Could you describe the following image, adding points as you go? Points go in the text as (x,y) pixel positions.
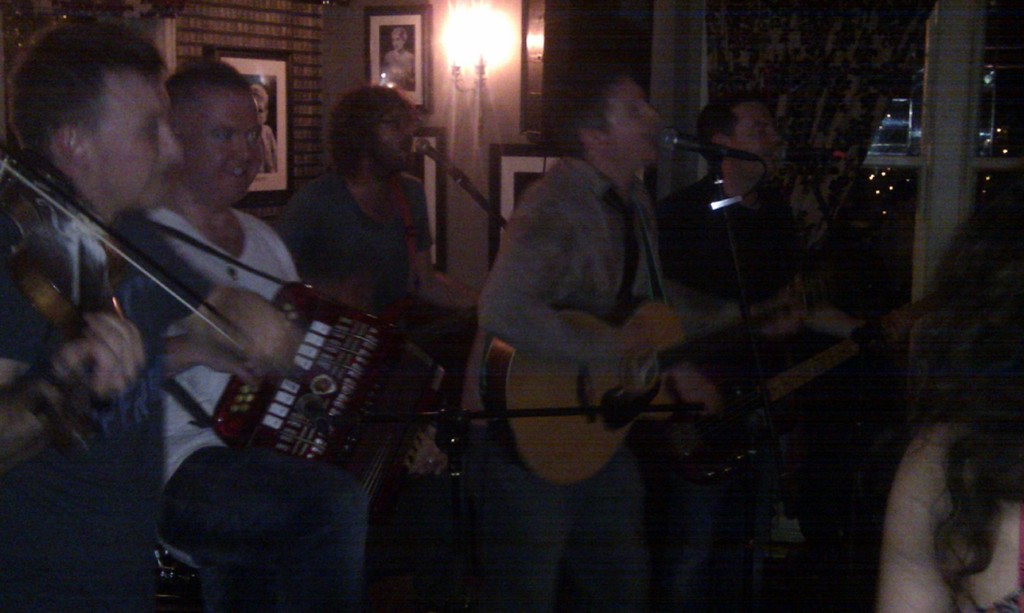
In the image we can see there are people (1,387) who are standing and they are playing guitar (508,370) in their hand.
